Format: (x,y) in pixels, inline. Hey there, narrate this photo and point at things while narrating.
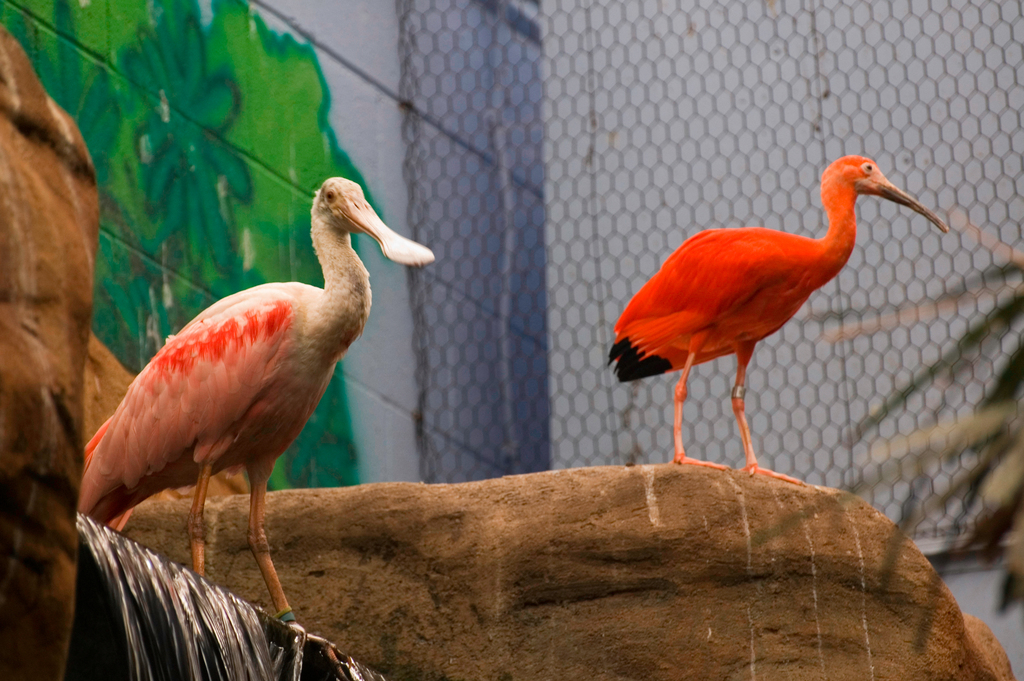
In this image, in the middle (666,351) there are two birds (220,405). At the bottom (505,579) there are stones (265,606), waterfall (239,633). In the background (948,208) there is a net (746,185), wall (706,221), wall paint (249,155).
